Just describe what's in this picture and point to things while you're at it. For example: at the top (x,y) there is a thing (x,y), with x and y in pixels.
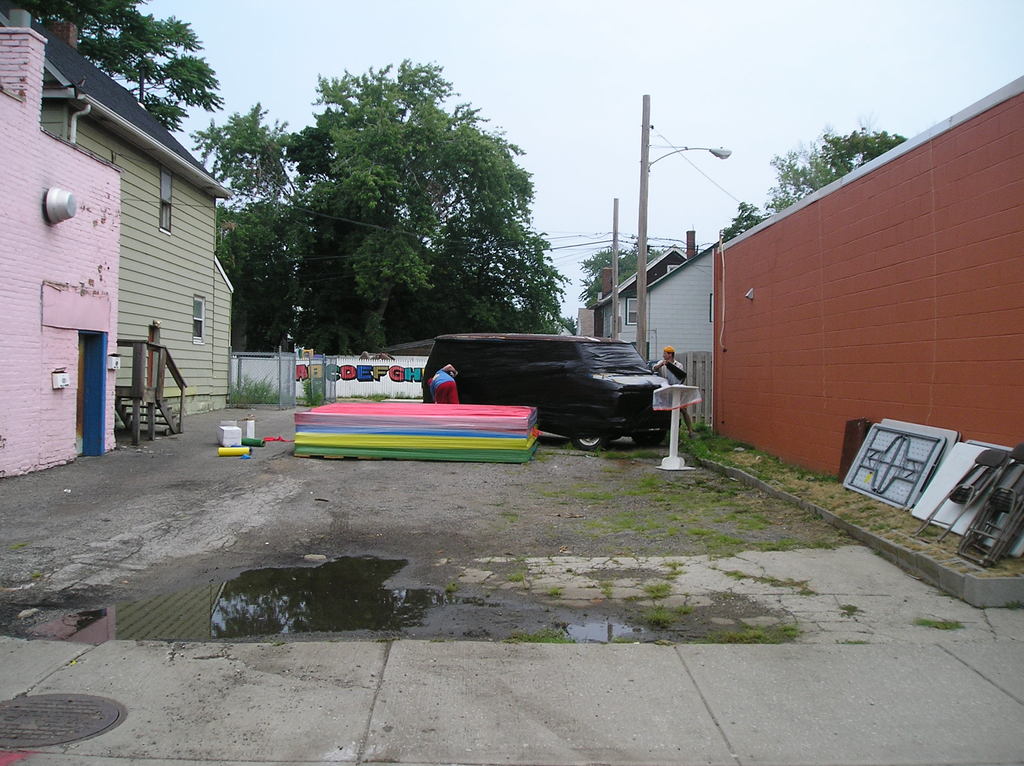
In this image in the center (663,370) there are two persons (452,370), and they are near the car (566,376). Beside them there are mats (499,446) and one stand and some alphabets (363,372), pole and some other objects (244,456). On the right side (811,317) and left side (186,283) there are some houses (634,303), poles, lights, wires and trees (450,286). And in the background (470,284) there are some trees (510,277), at the bottom (443,624) there is a walkway (875,611) and some water (348,611) and grass (736,532). On the right side (921,486) there are some objects (975,475).
